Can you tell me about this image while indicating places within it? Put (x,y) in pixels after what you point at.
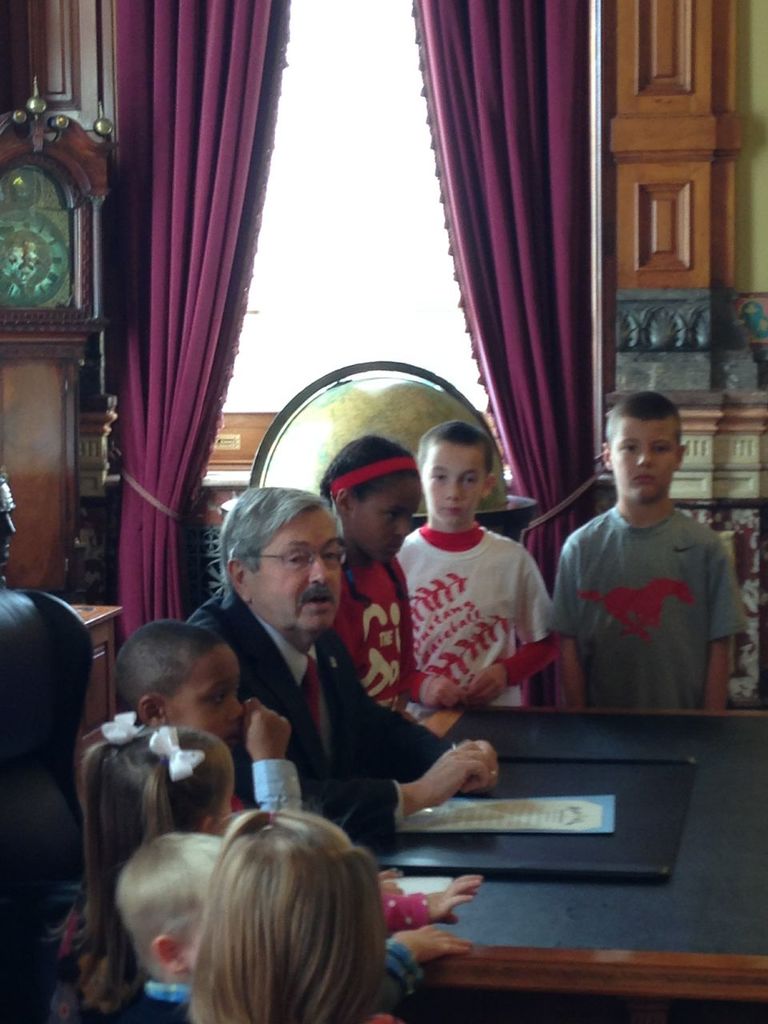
In this image we can see persons (413,659) sitting and standing on the floor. There is a table (645,928) placed in front of the persons (392,789). In the background (471,67) we can see curtains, doors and sky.
